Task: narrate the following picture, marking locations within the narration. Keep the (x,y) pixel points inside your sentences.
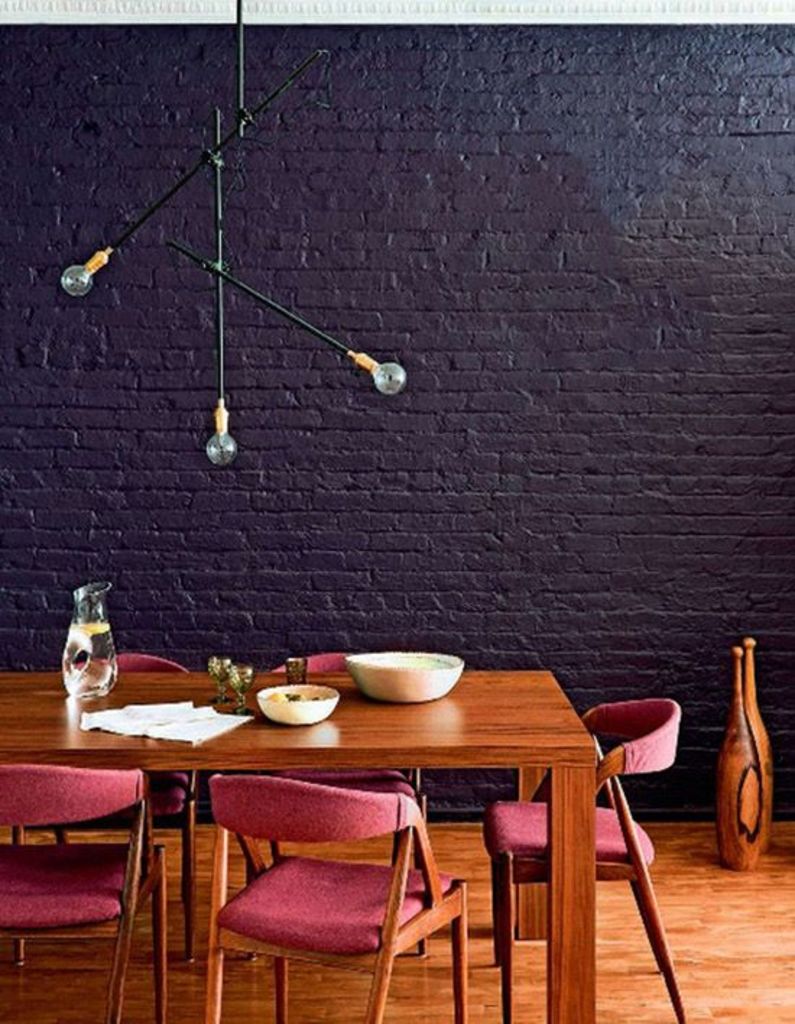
This picture is taken inside the room (612,681). In this image, in the middle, we can see some tables (531,767) and chairs (272,806). On the table (492,691), we can see some bowls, tissues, jar (92,628) with some water (92,670). On the right side (736,762), we can also see two jars (728,741). In the background (241,485), we can see bulbs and a brick wall (455,377), which is in blue color.
